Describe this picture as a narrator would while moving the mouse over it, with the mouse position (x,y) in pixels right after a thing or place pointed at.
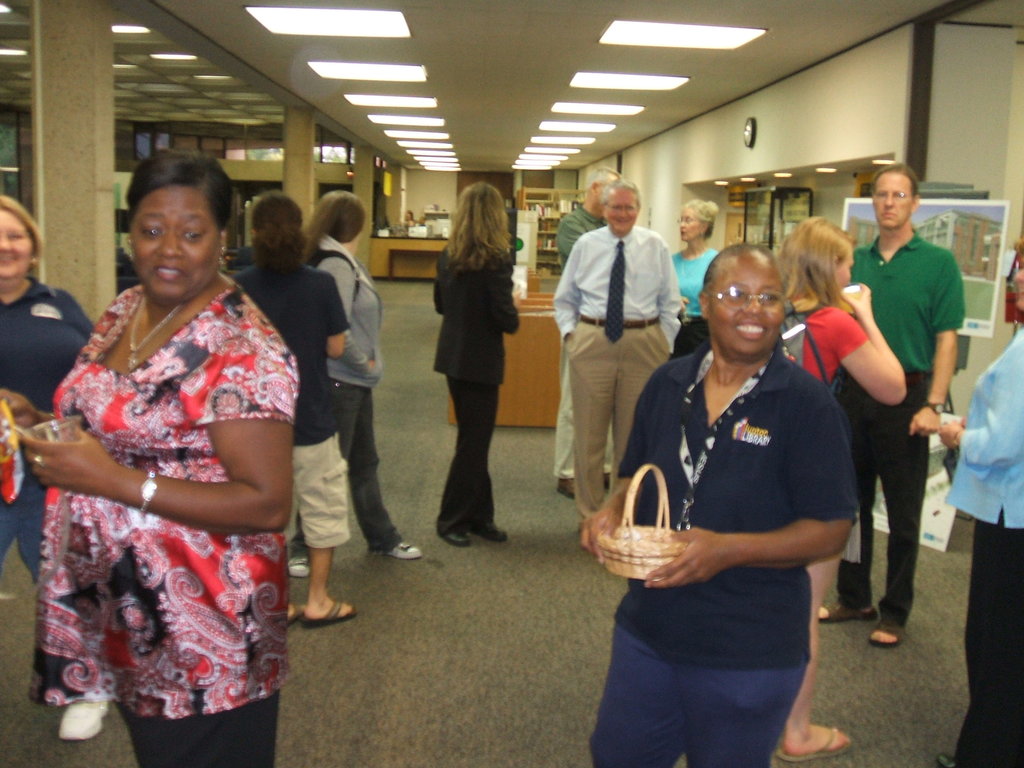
In this picture there are people (845,309) on the right (893,240) and left side of the image (7,284) and there are lights (358,66) at the top side of the image (512,96), it seems to be an office place (2,163).
